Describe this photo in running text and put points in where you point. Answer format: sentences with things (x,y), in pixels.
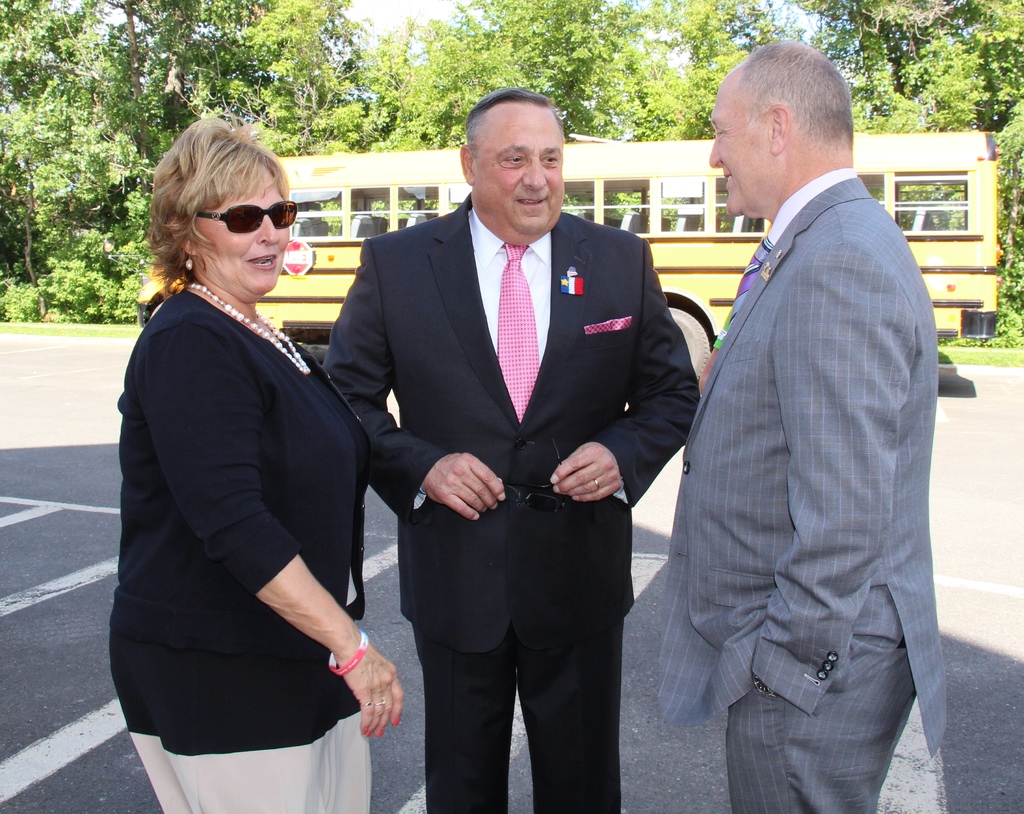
In this picture we can see three people (341,602) standing, smiling and a man (587,661) holding goggles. In the background (36,97) we can see a bus (966,208) on the road (63,348), trees (54,87) and the sky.
